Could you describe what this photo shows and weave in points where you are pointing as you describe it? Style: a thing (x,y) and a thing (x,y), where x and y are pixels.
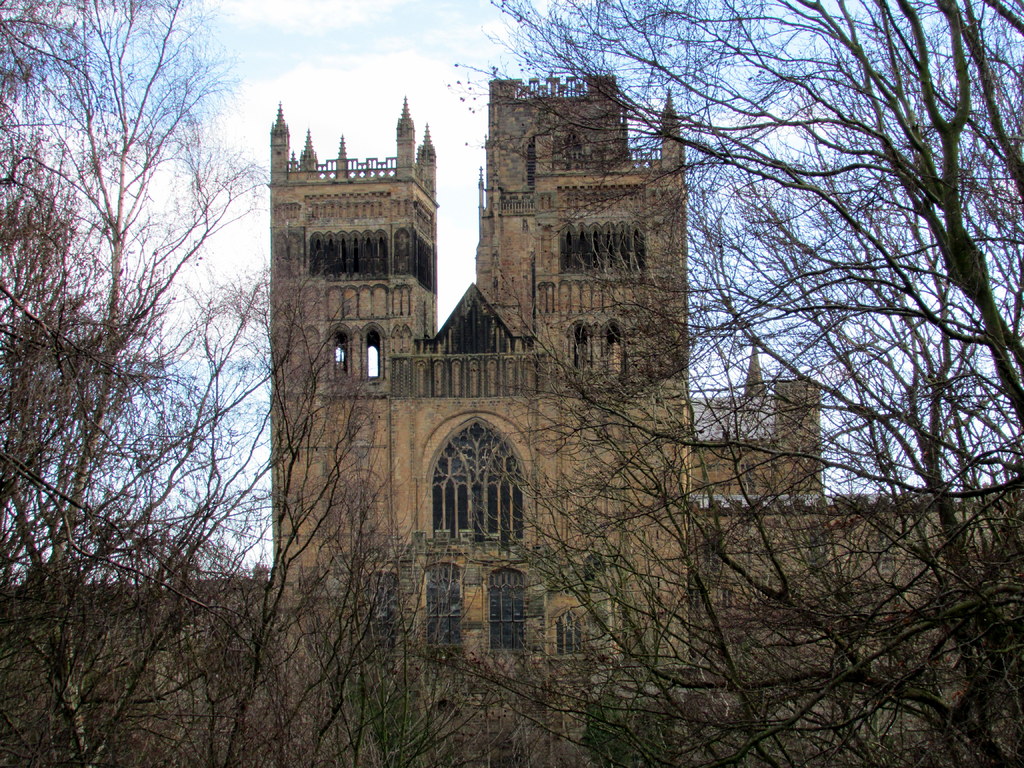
In this image I can see number of trees (371,574) in the front (662,512). In the background (394,286) I can see a building (461,396), clouds (269,181) and the sky (185,243).
